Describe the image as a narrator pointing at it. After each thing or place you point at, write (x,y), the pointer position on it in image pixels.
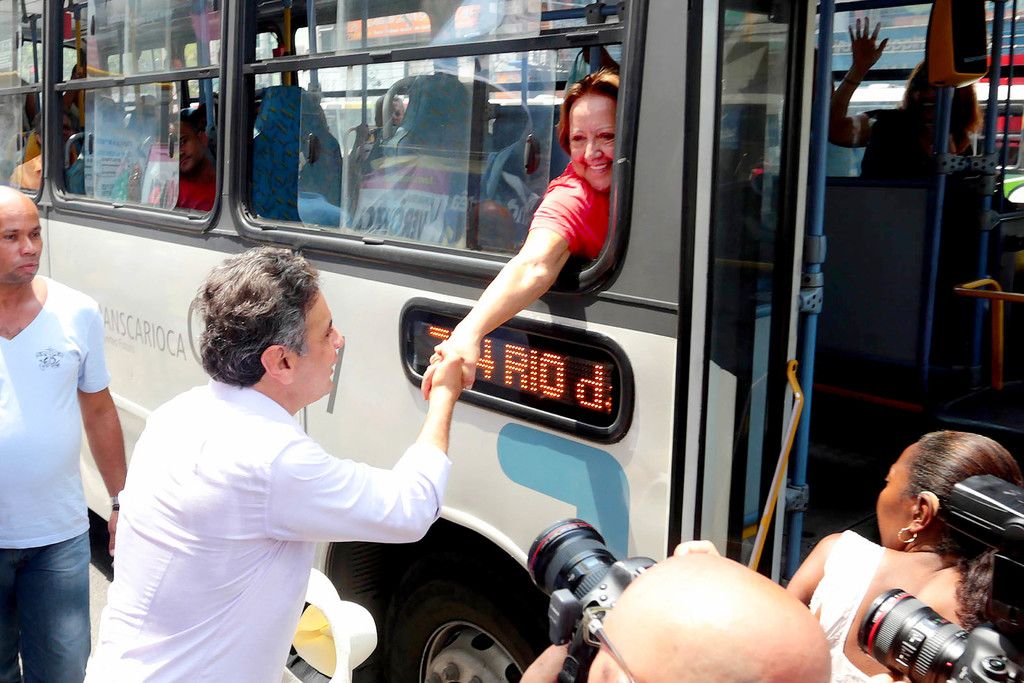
A woman (582,212) is giving a shake hand to a man (341,495) from a window (556,219) of a bus (621,223). There is another man (10,232) standing beside the bus (171,272). There are few people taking the picture of the scene happening.
